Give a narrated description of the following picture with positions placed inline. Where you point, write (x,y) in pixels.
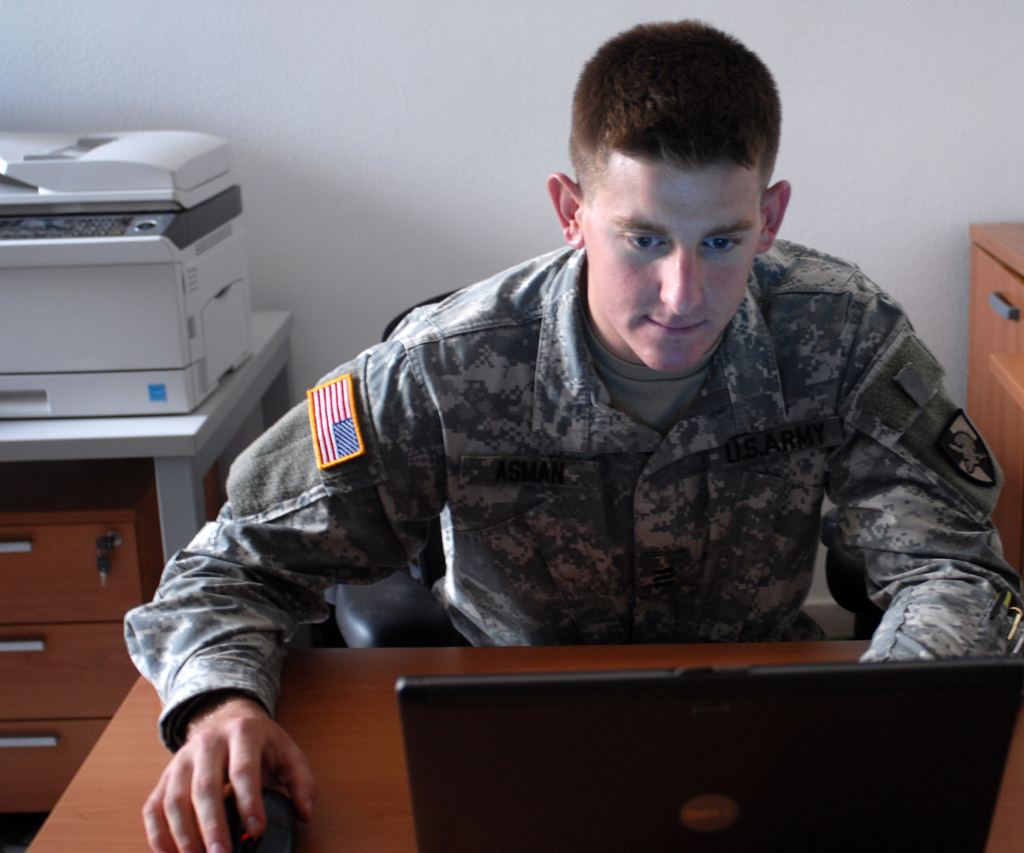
In this image there is a person (425,479) wearing military dress (600,530) operating laptop (546,674) and at the background of the image (116,313) there is a printer (159,276) and wall (319,183).
